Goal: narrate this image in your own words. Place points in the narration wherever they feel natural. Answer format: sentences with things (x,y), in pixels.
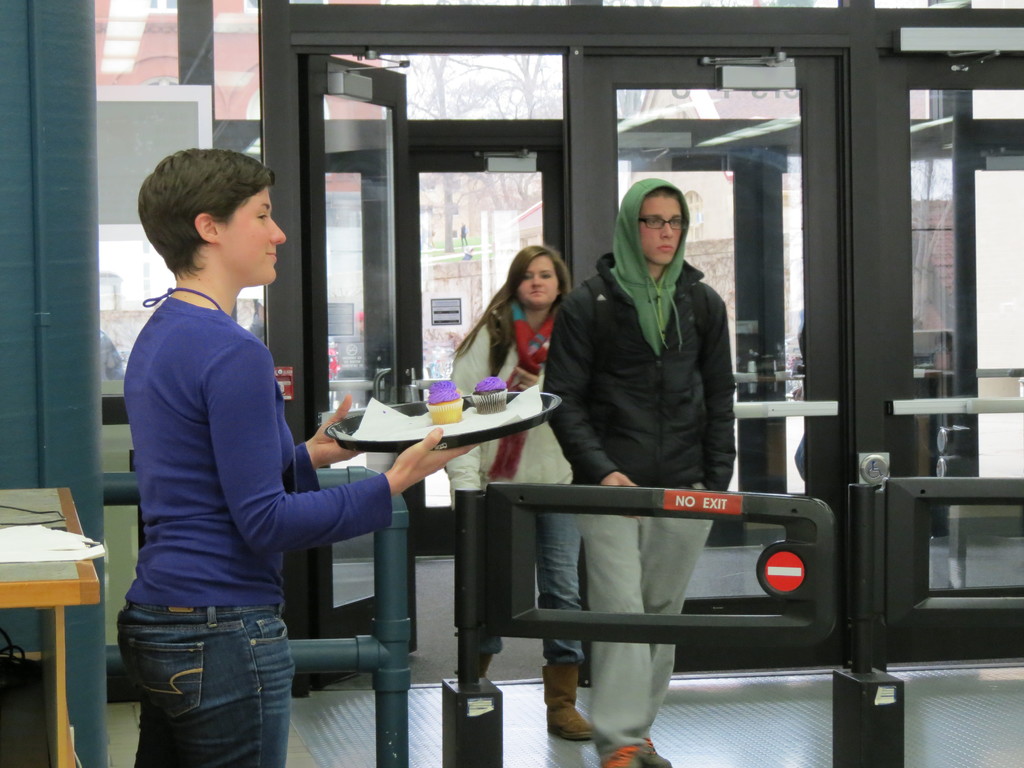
In this picture we can see three persons (679,304) in front (234,229) woman (176,365) is holding tray (456,426) in her hands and on tray (365,444) we can see cup cakes (456,406) and here the two persons (594,286) are walking through the entrance (468,269) and at back of this woman (216,364) we have a table (30,564) and on table (56,596) we can see some wires (42,521) and the background (536,78) we can see trees (482,193), houses (523,237).
